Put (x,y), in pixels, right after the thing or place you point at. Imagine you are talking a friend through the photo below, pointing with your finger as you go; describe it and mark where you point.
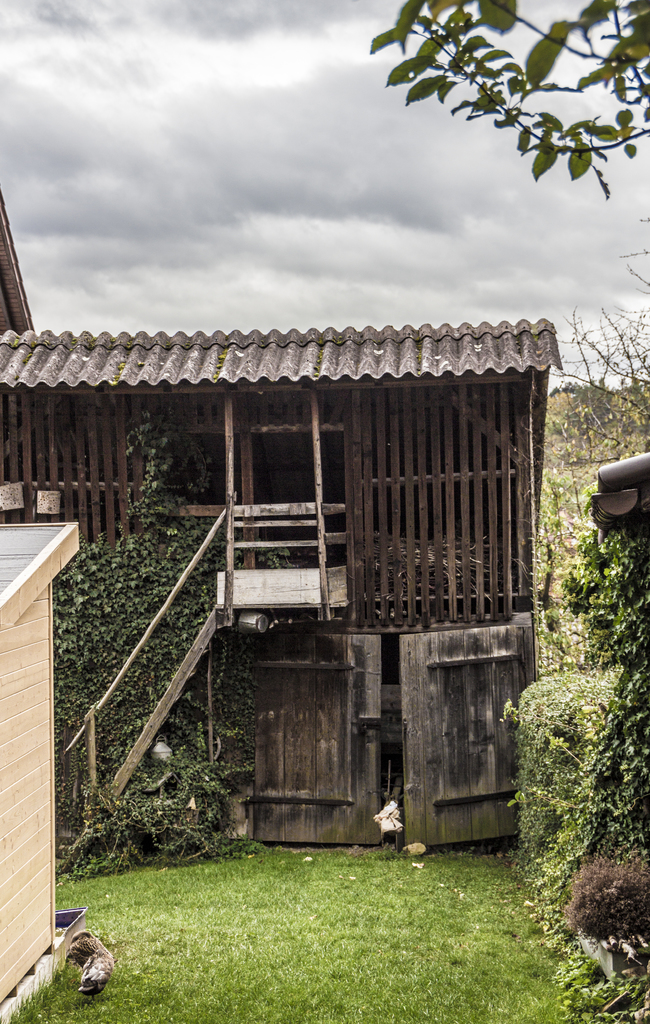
In the image there is a wooden house (260,667) and around that there are many trees (124,815) and there is a grass (451,948) in front of that house (329,792).
